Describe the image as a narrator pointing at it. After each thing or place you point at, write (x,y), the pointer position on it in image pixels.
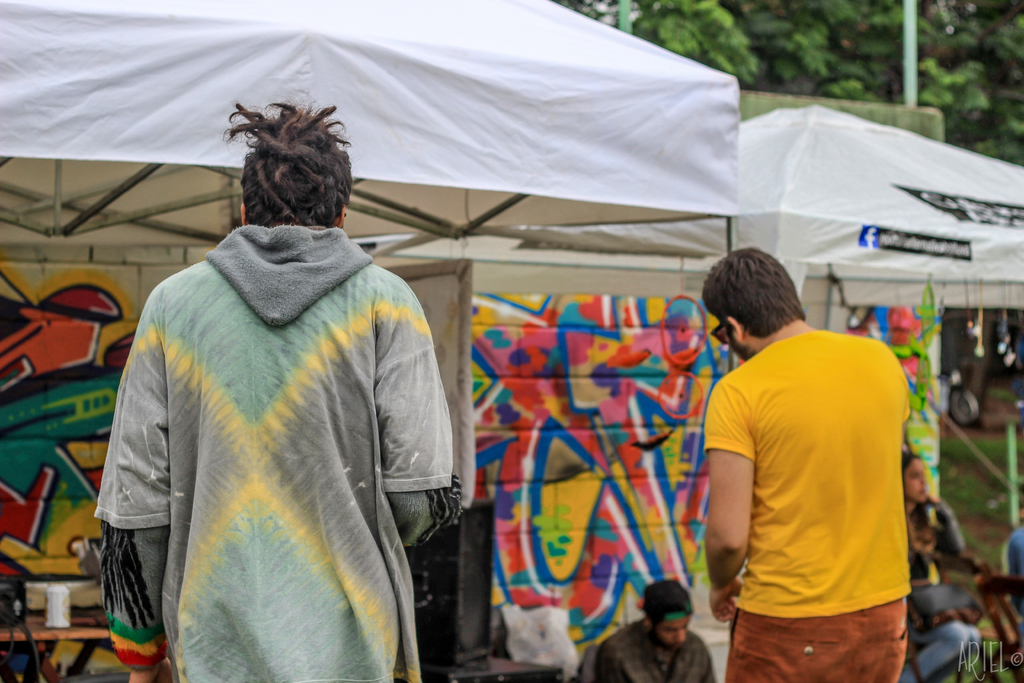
In the center of the image (424,366) there are two people (726,279) standing. In the background of the image (522,95) there are stalls (565,211). There are trees (918,77).
